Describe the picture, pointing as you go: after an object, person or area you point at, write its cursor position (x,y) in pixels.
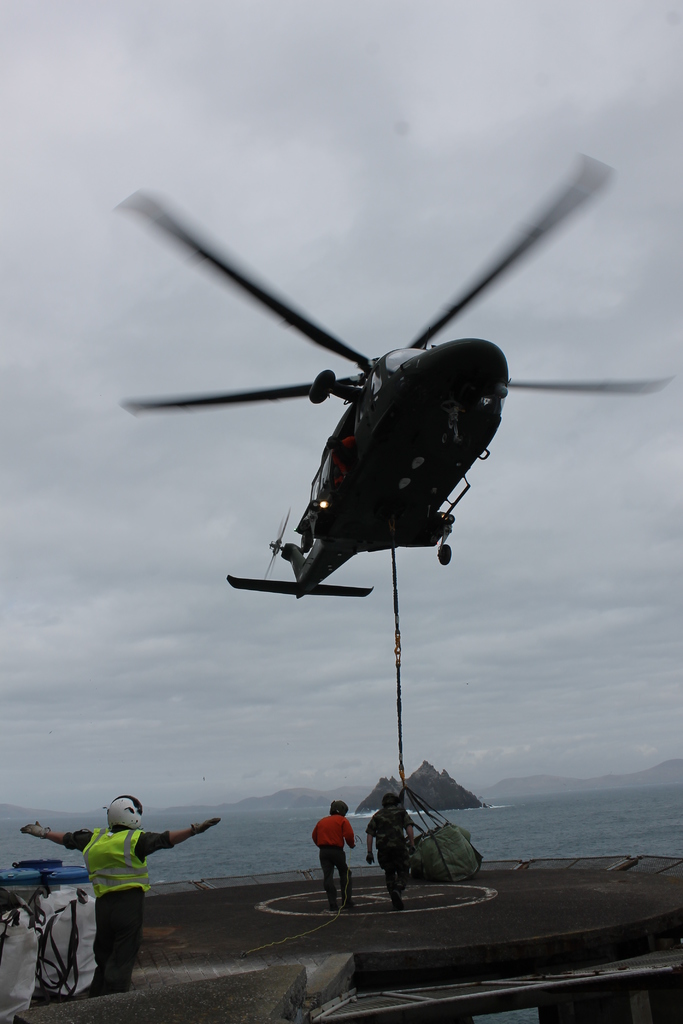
In this image we can see a helicopter (408,534) flying along with the bag (441,871). In the background (211,128) we can see sky (198,458) with clouds (318,653), water (284,822), hills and persons (115,867) standing on the helipad (280,951).
